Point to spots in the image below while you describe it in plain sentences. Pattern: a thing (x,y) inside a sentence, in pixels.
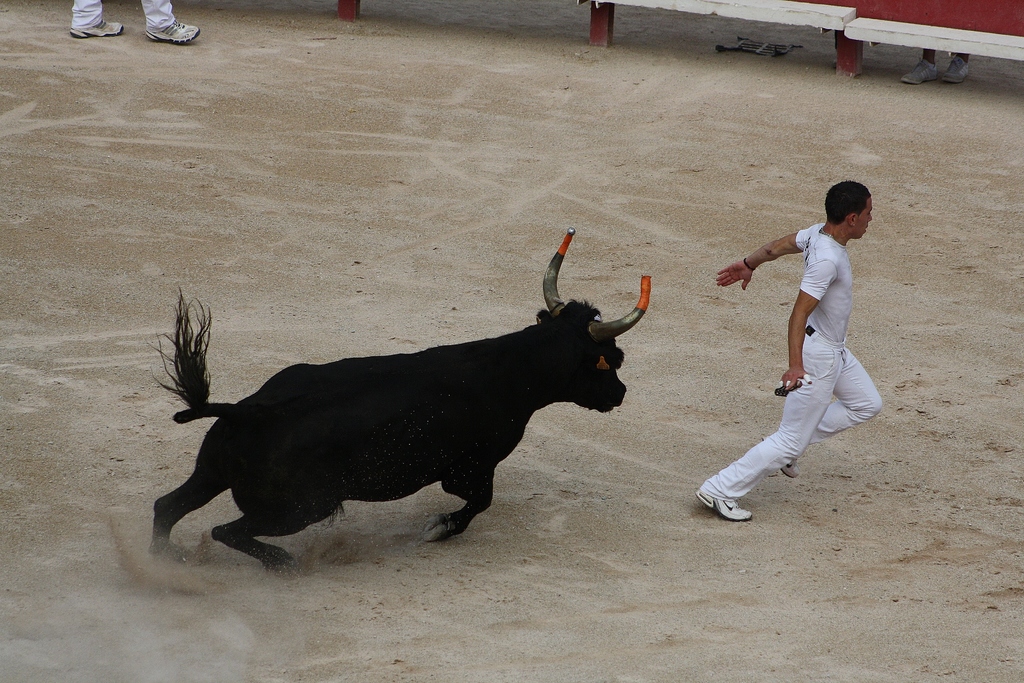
In this image we can see a man (850,388) holding something in the hand (789,390). Near to him there is a bull (351,416). At the top (160,26) we can see legs (102,29) of persons (88,32). On the ground (528,169) there is sand (769,528).
